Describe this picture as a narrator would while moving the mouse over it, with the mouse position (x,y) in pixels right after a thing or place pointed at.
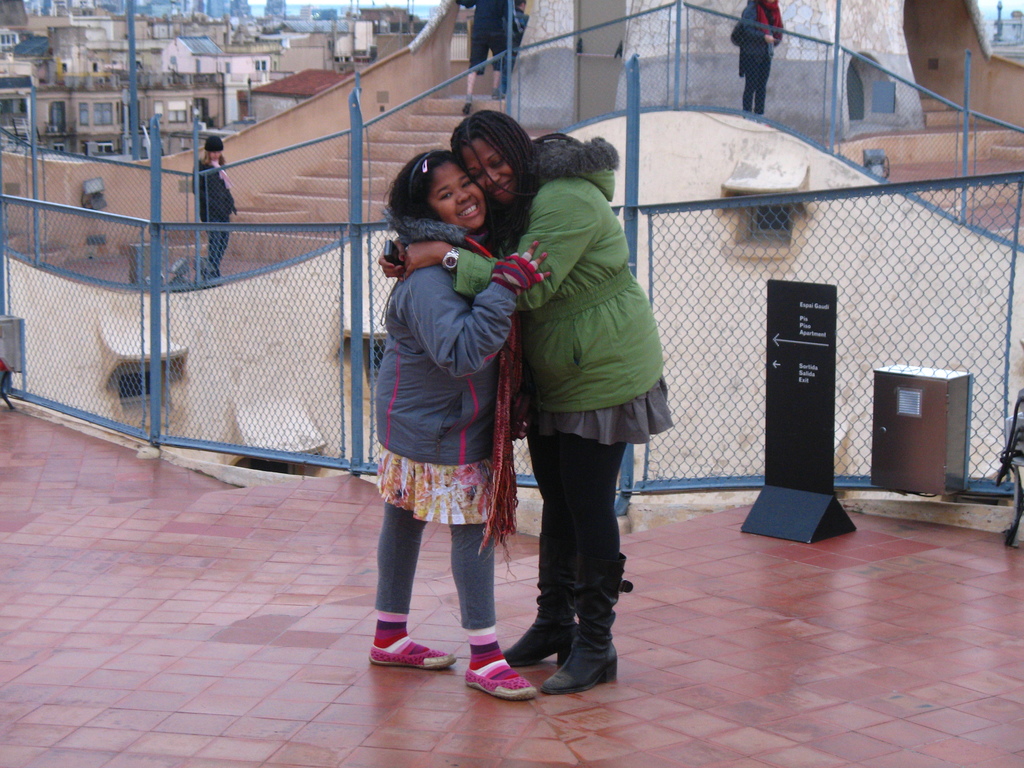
In the image we can see there are two people (513,345) hugging each other and they are wearing jackets (416,362). Behind there are other people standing and there are lot of buildings (149,108) at the back (189,101).
